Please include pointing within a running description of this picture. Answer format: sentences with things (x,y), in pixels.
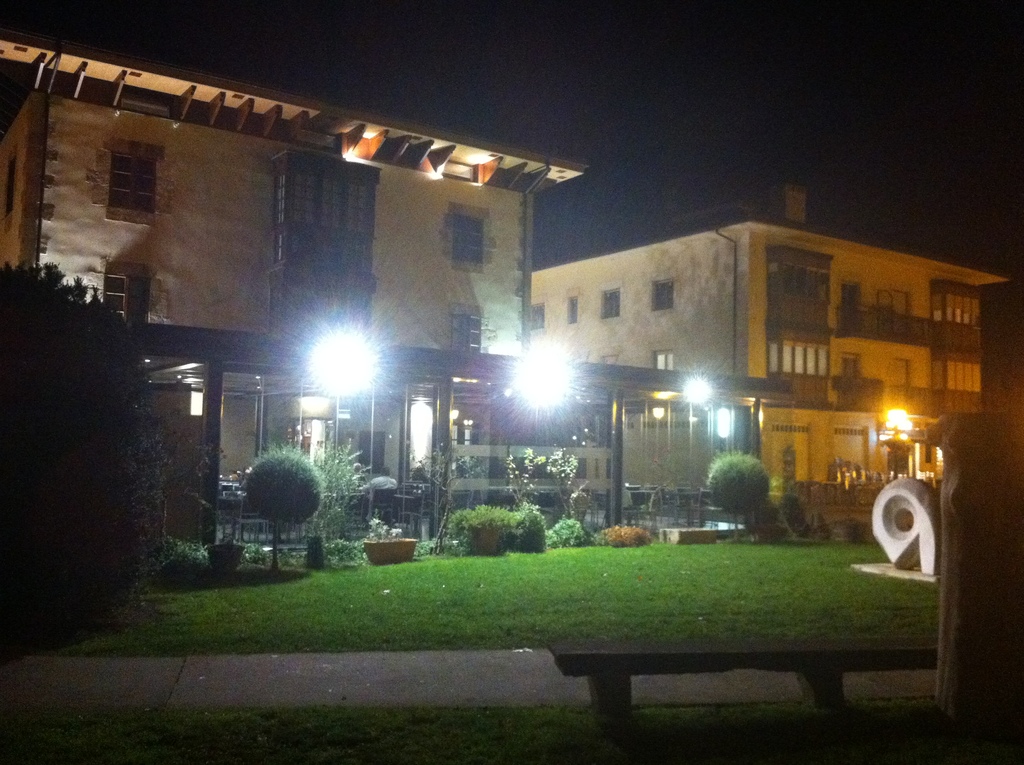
These are the buildings (630,269) with the windows (473,327). I can see the trees (756,493) and small bushes (259,546). These look like the flower pots (383,546). Here is the grass (694,616). I can see a bench (924,661). This looks like a tree trunk (959,541). These are the lights (551,372).
